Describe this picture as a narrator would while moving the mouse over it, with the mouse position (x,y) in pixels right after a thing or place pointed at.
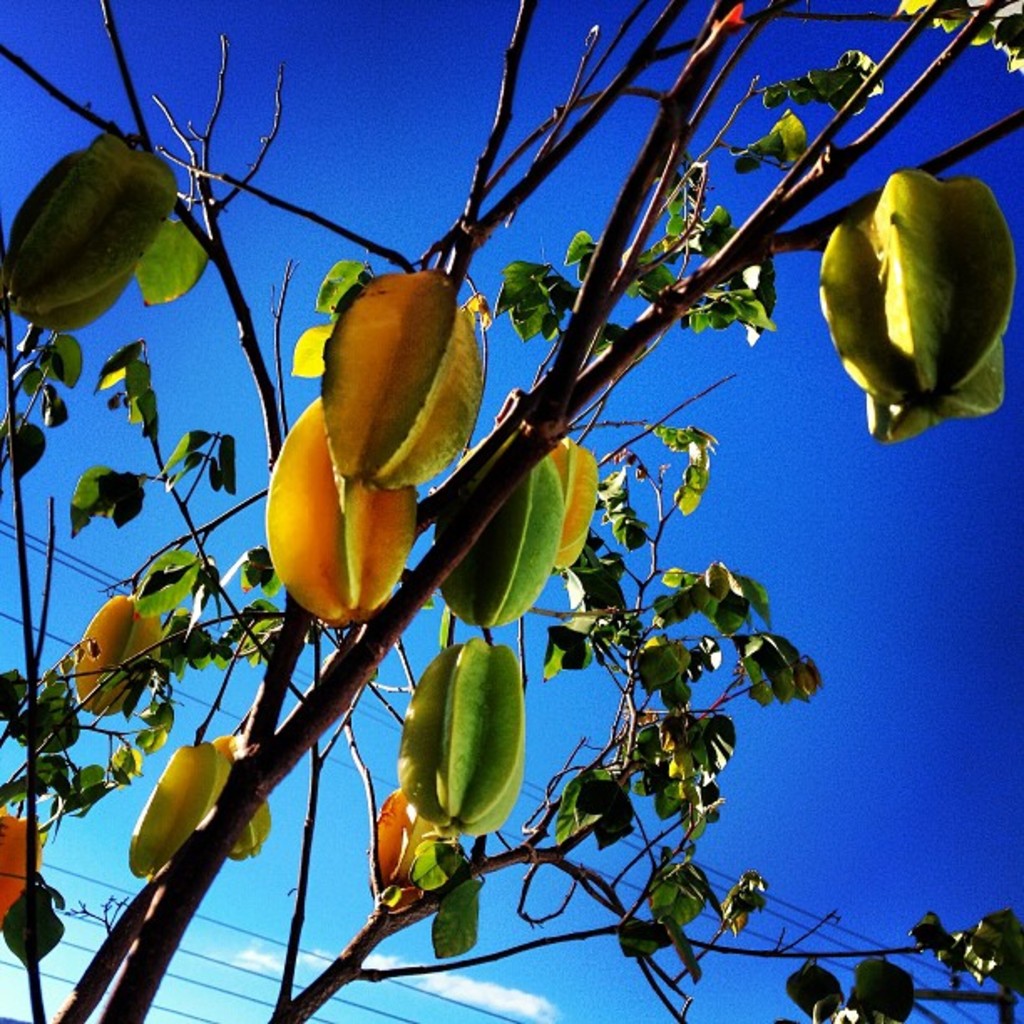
In the foreground of the picture (666,300) there are branches (788,233), leaves (593,610) and fruits (464,576). In the background (235,88) there is sky (463,140). At the bottom (69,952) there are cables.
